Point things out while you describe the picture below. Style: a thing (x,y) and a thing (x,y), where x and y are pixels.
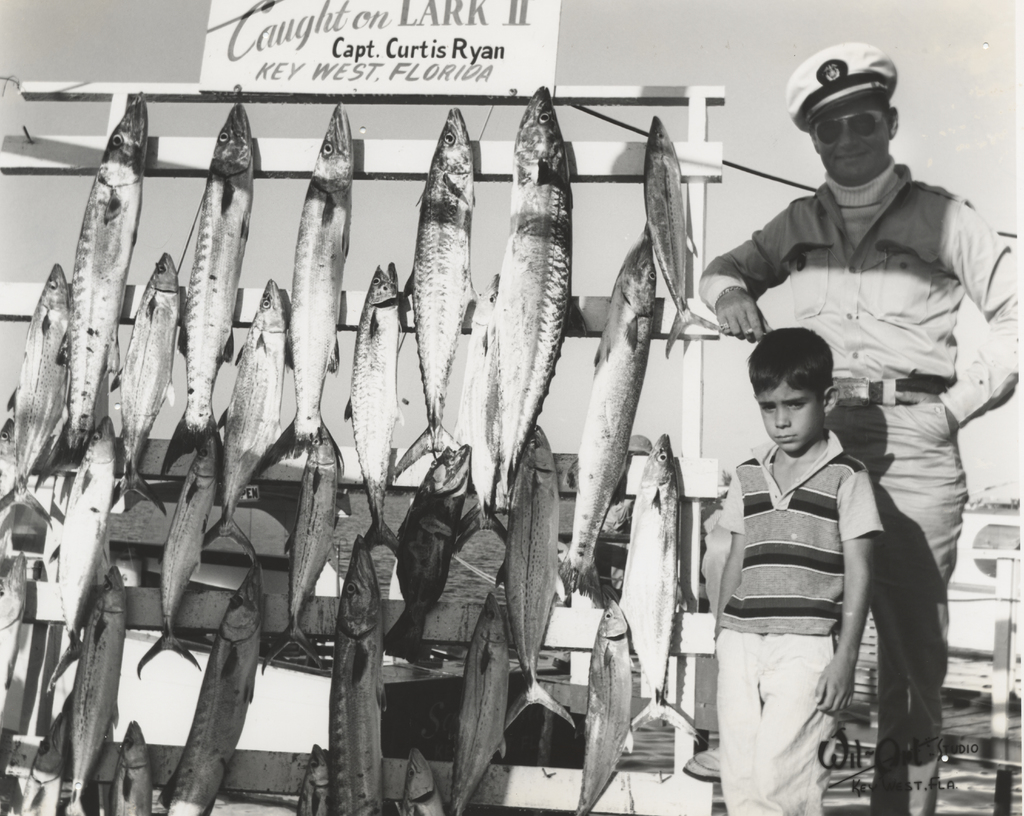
This is a black and white image. There are a few people (784,682). We can see a stand (42,84) with some fishes (656,483). We can also see a board (428,5) with some text (405,51). We can see a wire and the background (980,739). We can also see some objects (1002,571) and some text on the bottom right (960,740).
